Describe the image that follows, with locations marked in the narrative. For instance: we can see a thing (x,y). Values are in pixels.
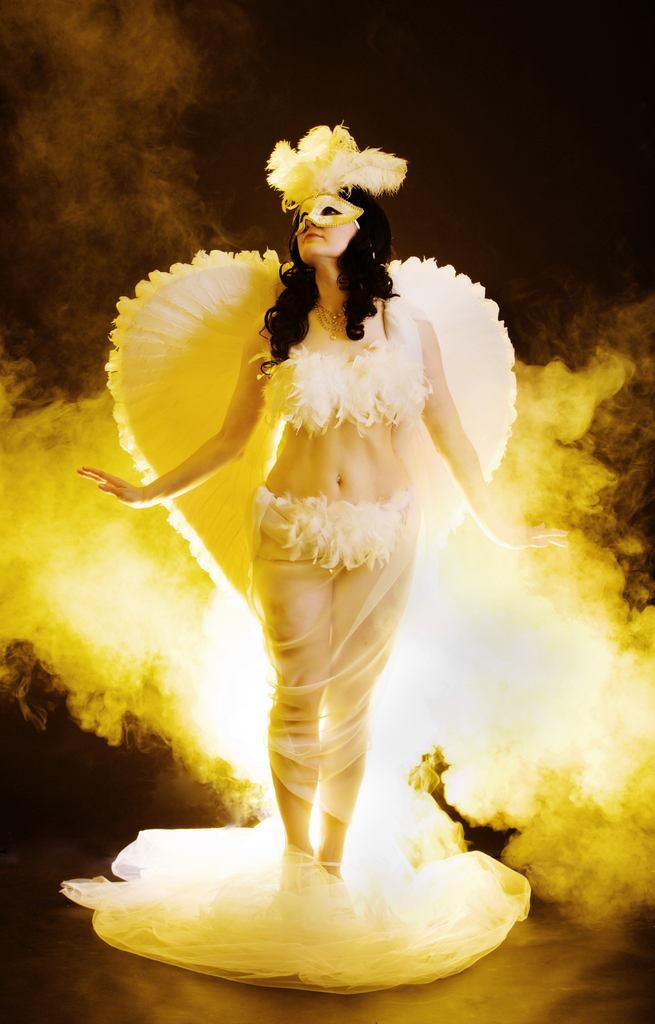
In this image we can see a lady (375,164) dressed up like an angel.
